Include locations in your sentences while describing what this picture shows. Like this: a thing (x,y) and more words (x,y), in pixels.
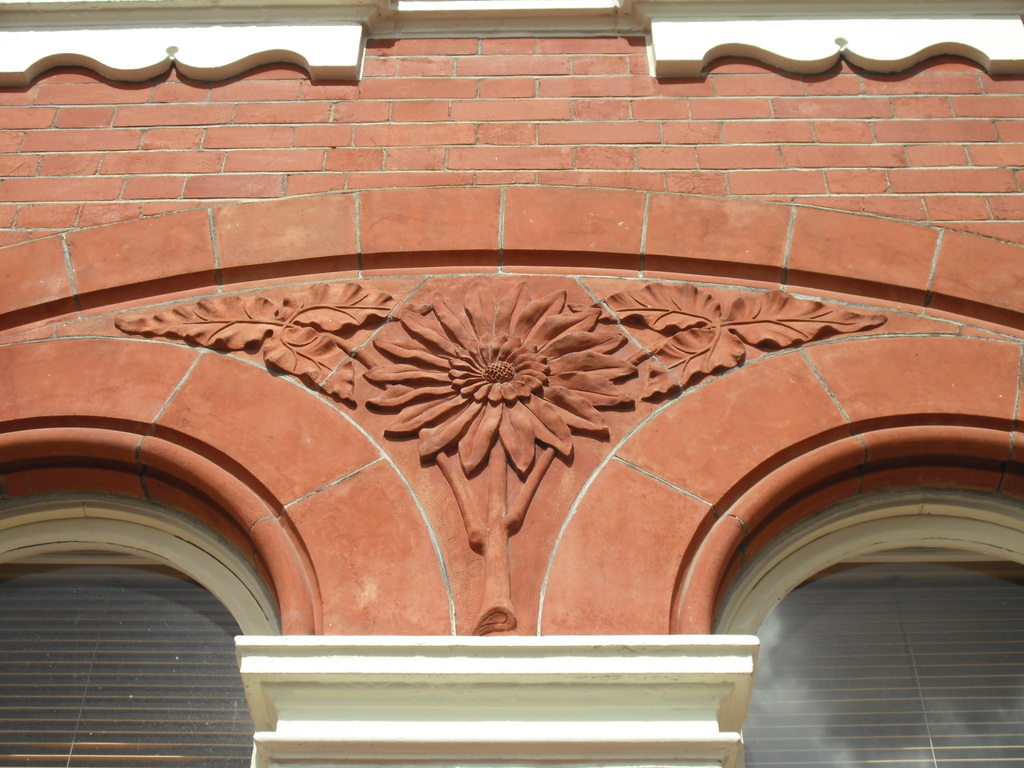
In this image, we can see a wall art (509,373). At the bottom (55,717), we can see window shades (95,747). Top of the image (518,132), there is a brick wall (549,118).
